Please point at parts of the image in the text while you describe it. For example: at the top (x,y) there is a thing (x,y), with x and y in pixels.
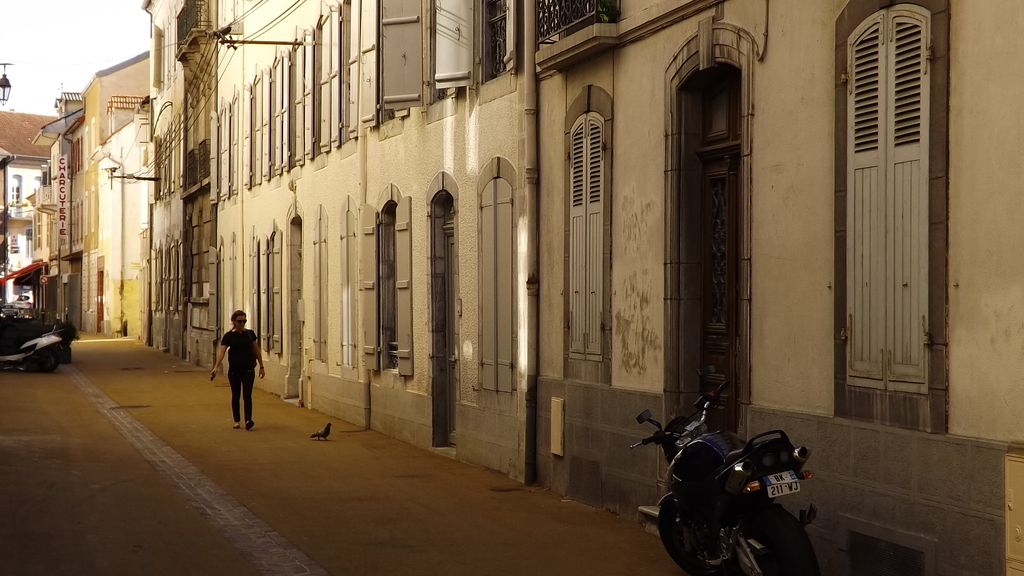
The image is taken on the street (362,467) of a city (540,464). In the center of the picture (542,217) there are buildings (371,218). In the foreground (251,458) it is road (299,479), on the road (648,561) there are bikes (18,342), pigeon (324,433) and a woman (243,379) walking. On the left (1,81) there is a street light (2,88).
